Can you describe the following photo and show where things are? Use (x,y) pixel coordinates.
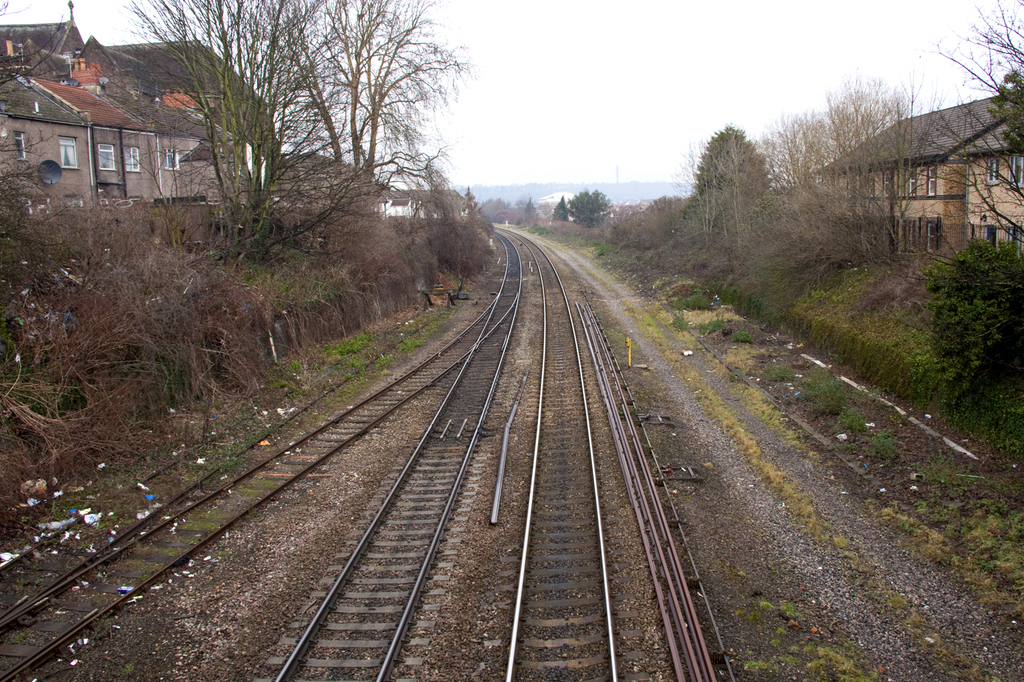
In the picture I can see few railway tracks (456,486) and there are few trees (304,208) and buildings (85,145) on either sides of it and there are few other trees (578,219) in the background (592,215).
